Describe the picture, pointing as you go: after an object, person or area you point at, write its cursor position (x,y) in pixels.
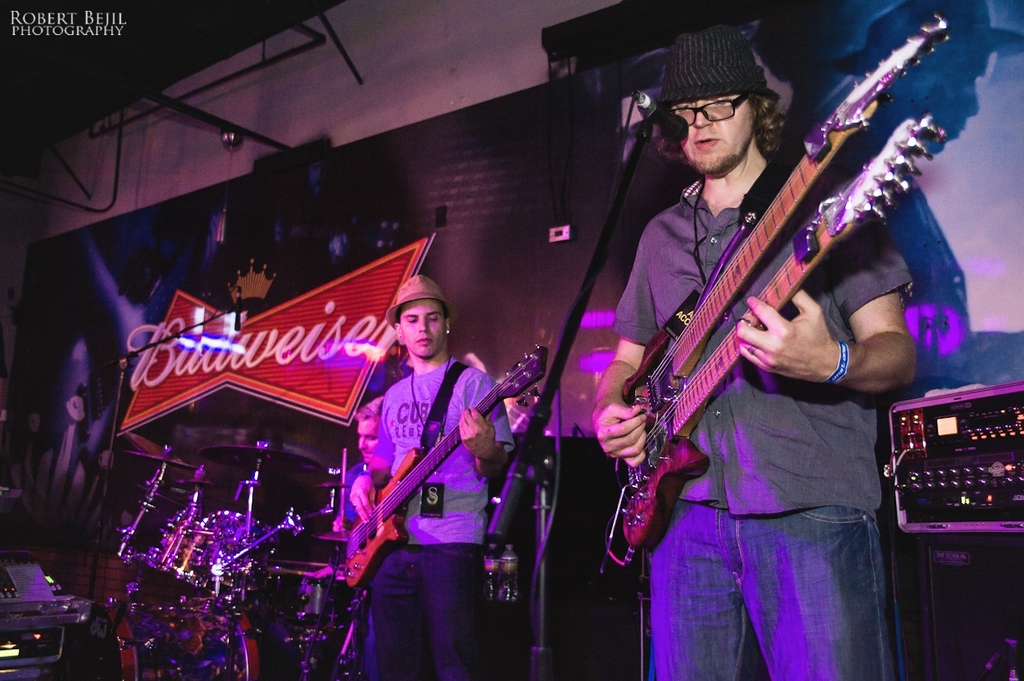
In the image we can see there are men (483,415) who are holding guitar (379,535) in their hand (601,422) and at the back (376,419) there is a man (349,492) who is playing drums (180,544).
